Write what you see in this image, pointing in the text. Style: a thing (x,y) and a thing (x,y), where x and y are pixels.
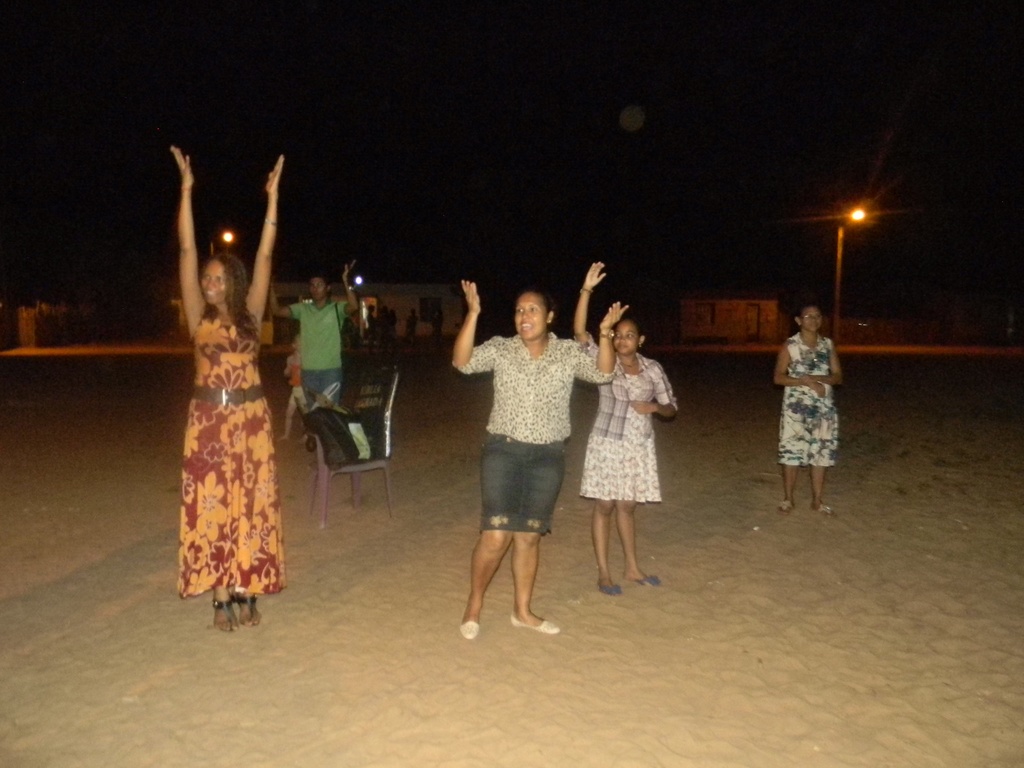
In this image we can see some group of persons (512,412) standing on the ground (670,522) and raising their hands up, there is chair (325,507) on which there is bag (335,436) and at the background of the image (55,293) there are some houses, street lights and dark sky (446,86).
